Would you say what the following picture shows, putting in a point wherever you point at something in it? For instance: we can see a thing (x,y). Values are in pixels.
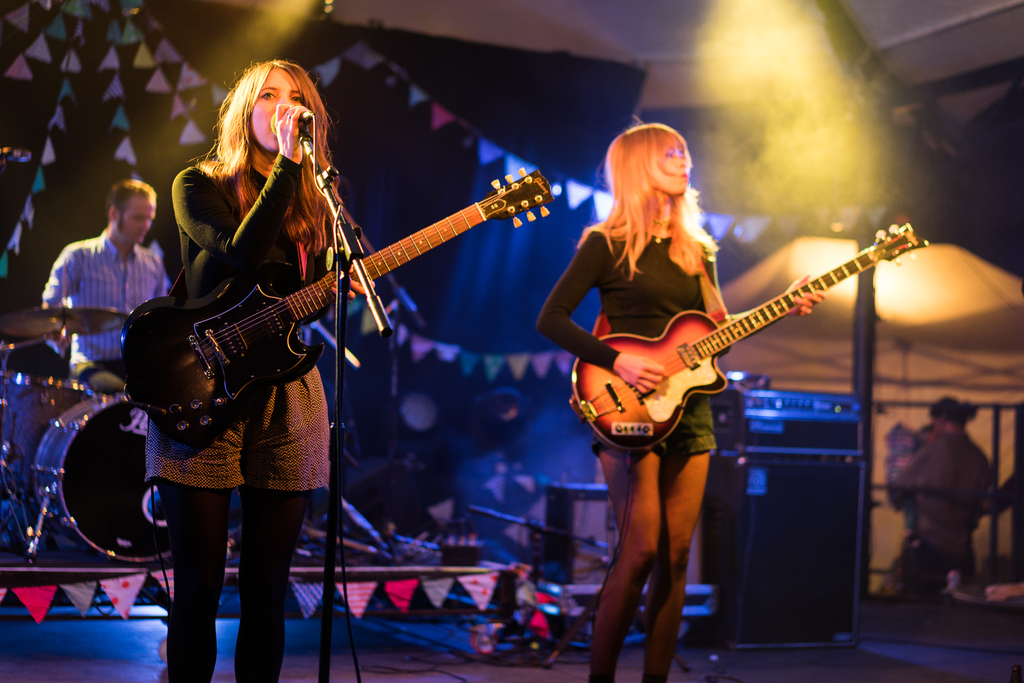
In this picture we can see two women (633,367) holding guitars (235,312) in their hands (651,366) and standing on stage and here woman (324,200) singing on mic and at back of them man (95,277) sitting and playing drums (84,423) and in background (437,113) we can see decorative flags (489,142), light (806,100).
